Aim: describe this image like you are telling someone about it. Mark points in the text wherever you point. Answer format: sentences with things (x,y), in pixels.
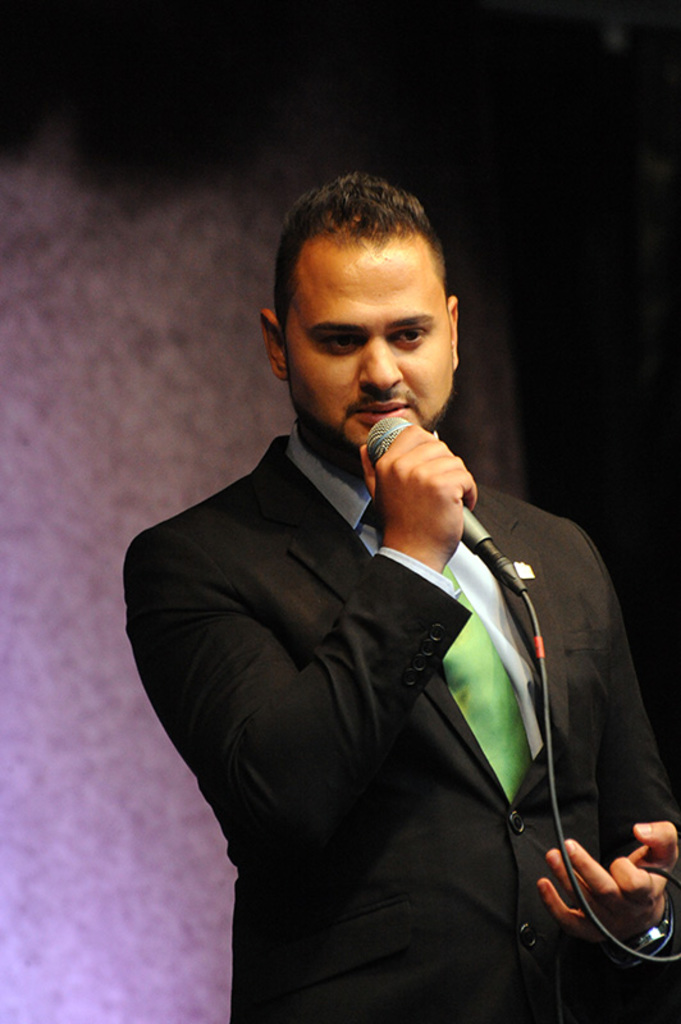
In this image i can see a man (404,448) standing holding a microphone (381,427), at the back ground (39,374) there is a wall (211,260).
